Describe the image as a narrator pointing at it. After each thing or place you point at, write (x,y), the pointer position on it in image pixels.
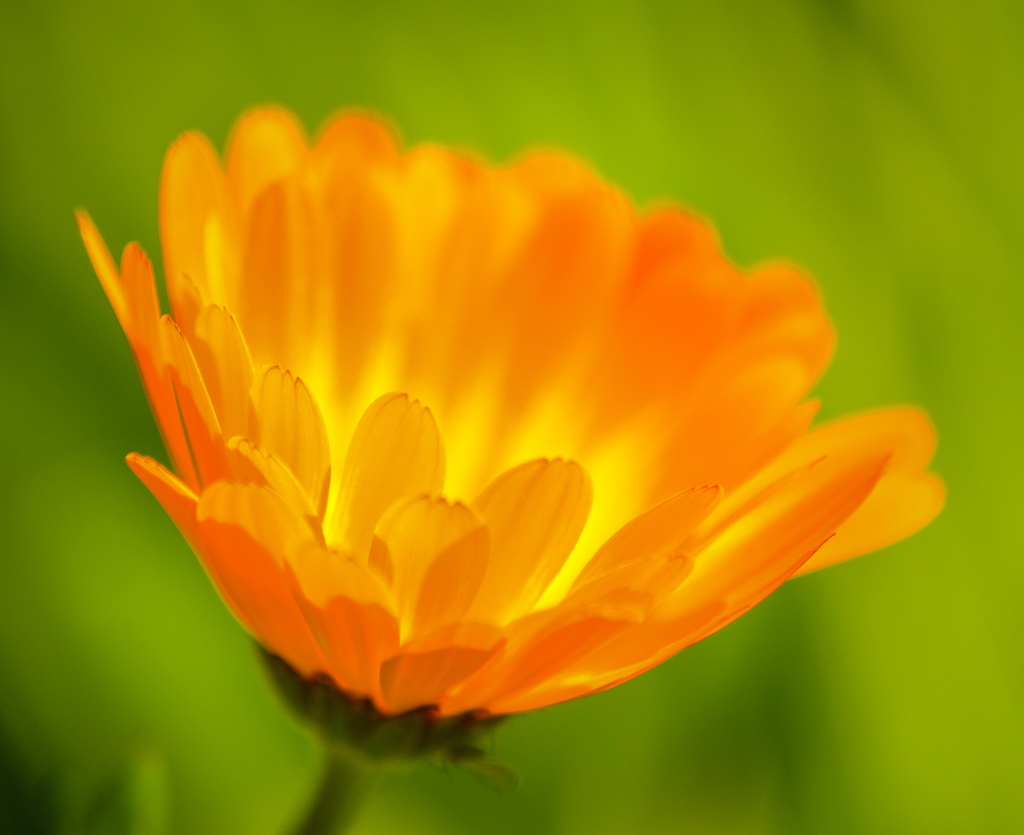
In this picture we can see a flower (399,423). In the background of the image (523,68) it is green.
